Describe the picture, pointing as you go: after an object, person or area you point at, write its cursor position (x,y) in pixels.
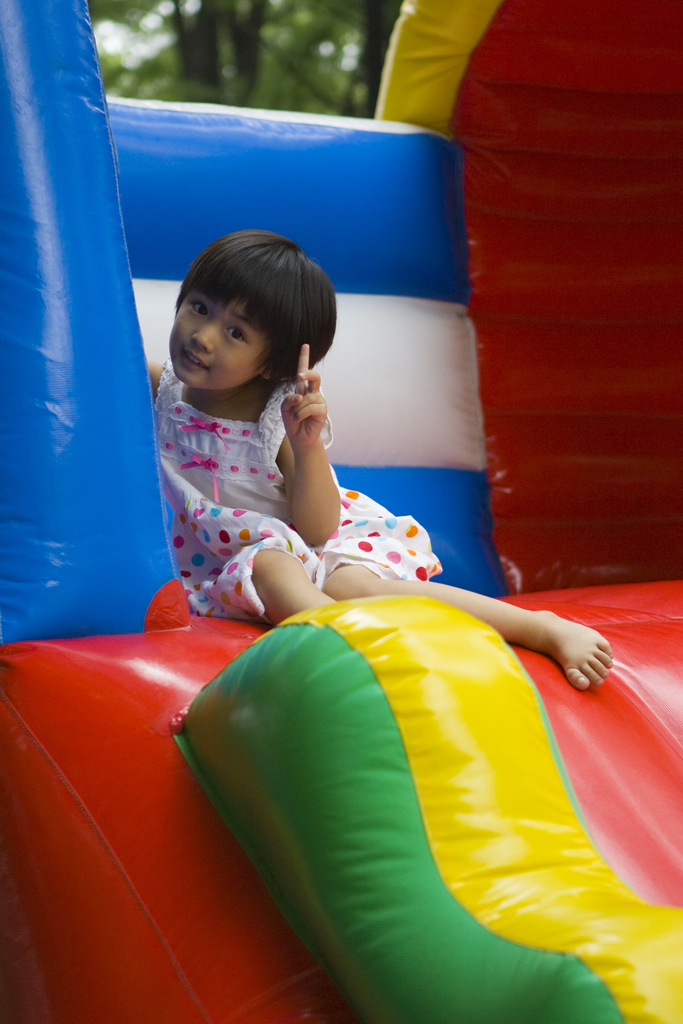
In this picture we can see a kid (190,438) is sitting on an inflatable tube (439,726), in the background (203,44) there is a tree (214,37).
